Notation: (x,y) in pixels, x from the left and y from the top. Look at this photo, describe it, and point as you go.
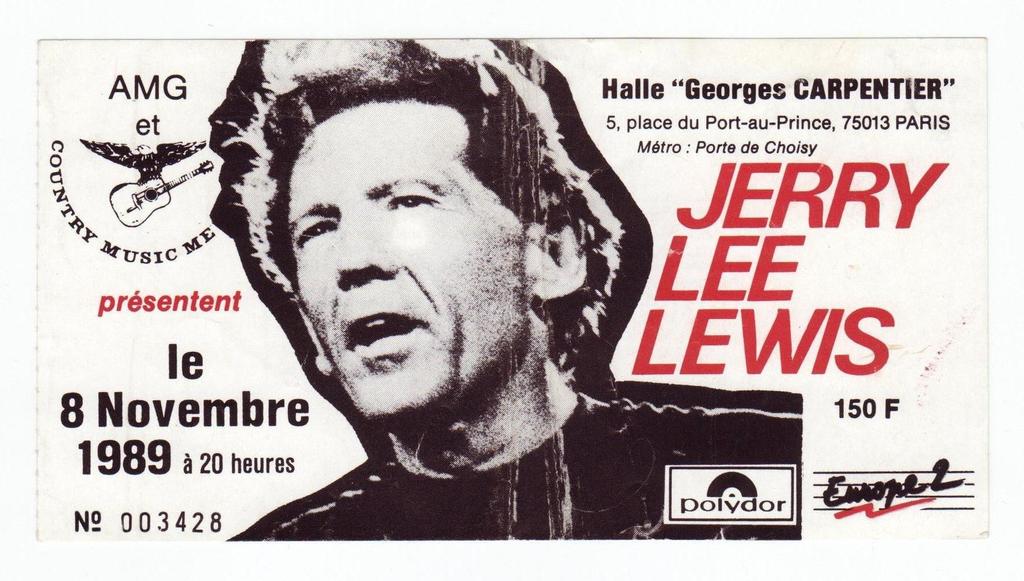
In this image I can see there is a poster (298,457) of a man (775,433) and on the left side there is a logo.
